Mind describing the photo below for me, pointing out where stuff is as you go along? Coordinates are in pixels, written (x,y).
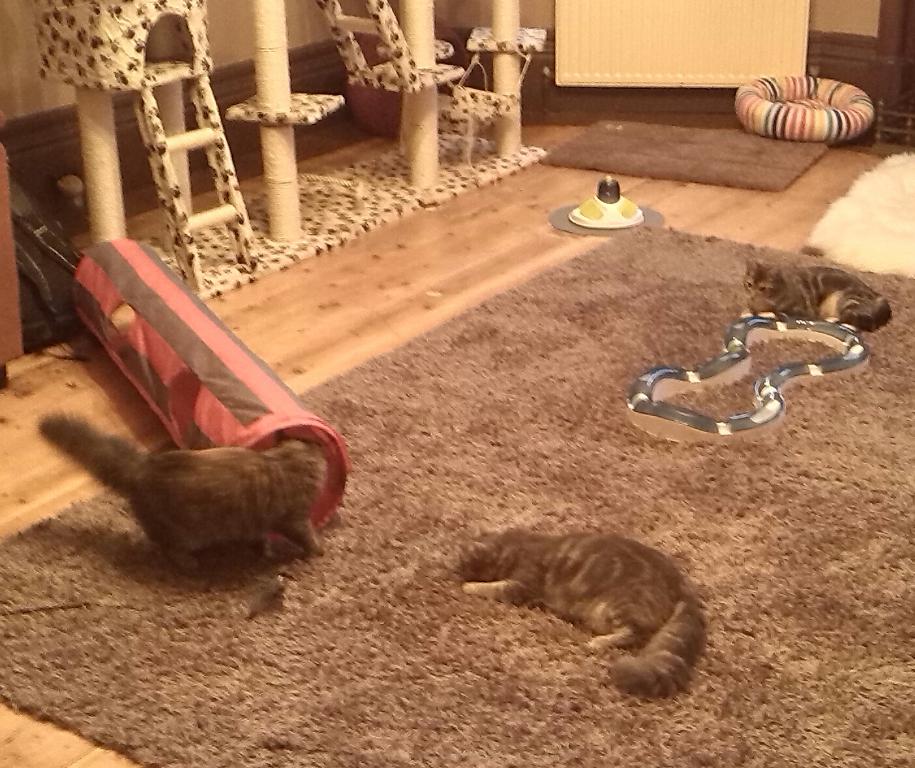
In this picture I can see three cats (302,526) on the carpet (657,335), there is a pet bed (830,114), there are mats (908,260), ladders (200,81) and there are some objects (429,42).
